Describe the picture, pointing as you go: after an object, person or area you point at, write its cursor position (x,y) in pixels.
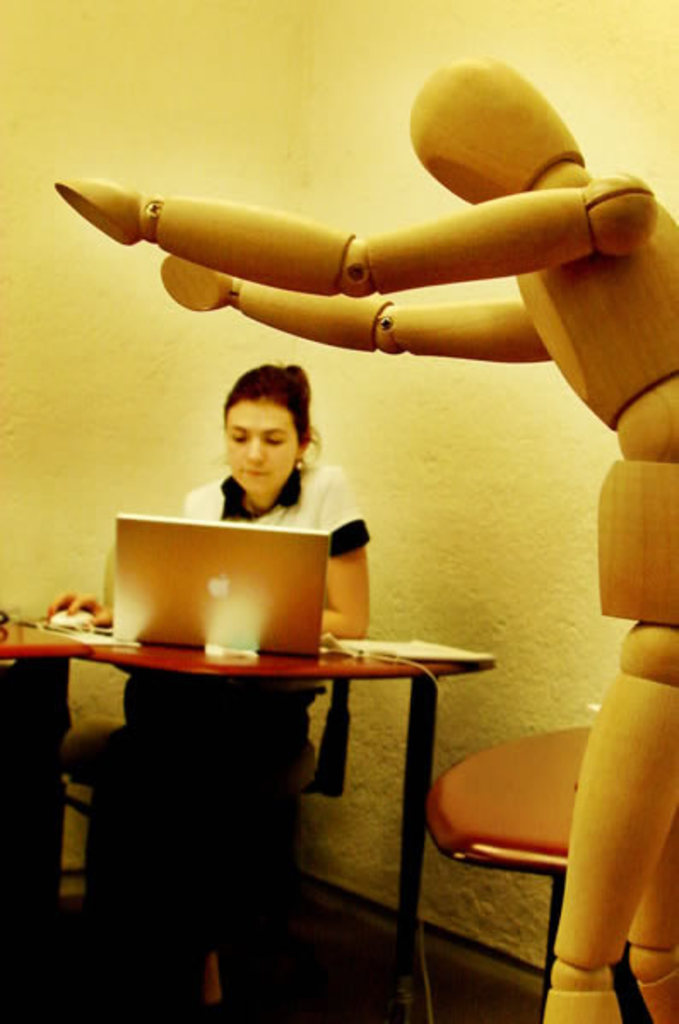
In this picture there is a woman (286,709) sitting, she is having a table (58,648) in front of her with the laptop (257,560), a mouse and there are some papers (380,654), on to the right (503,810) there is a chair (503,810) and mannequin (459,72) standing here and in the background (229,91) there is a wall (56,176).
